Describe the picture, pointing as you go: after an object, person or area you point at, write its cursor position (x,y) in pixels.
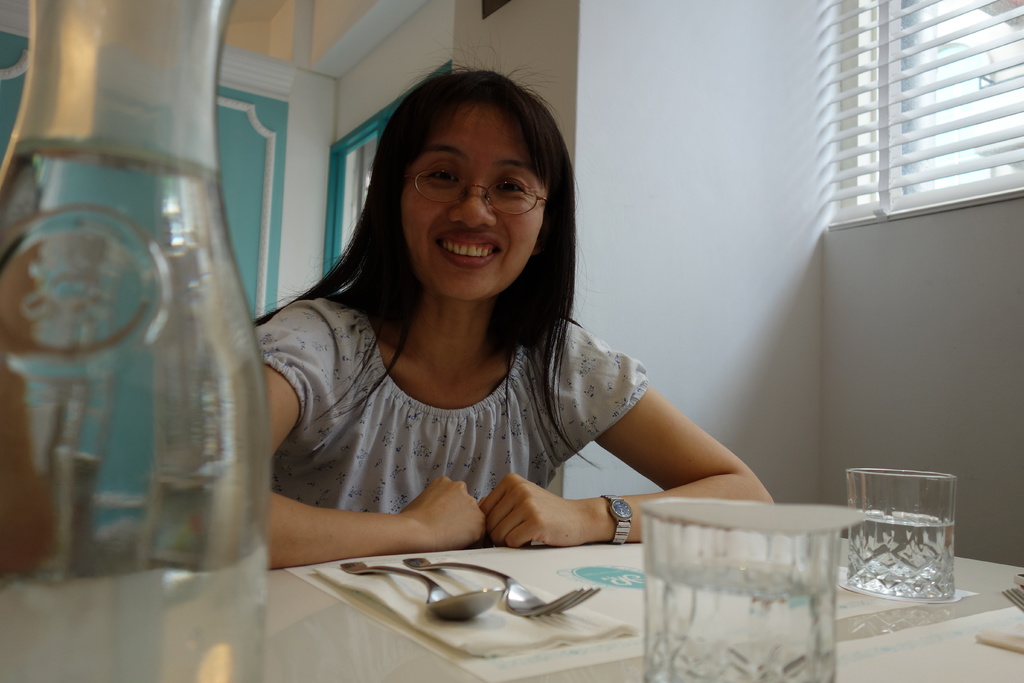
in this picture a woman (394,236) is sitting on a chair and she is smiling, and in front (734,582) there is a table (565,566), spoons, forks (545,608) glasses (748,581) and water bottle (176,488) on it, and at back (681,304) there is the wall (608,151).
